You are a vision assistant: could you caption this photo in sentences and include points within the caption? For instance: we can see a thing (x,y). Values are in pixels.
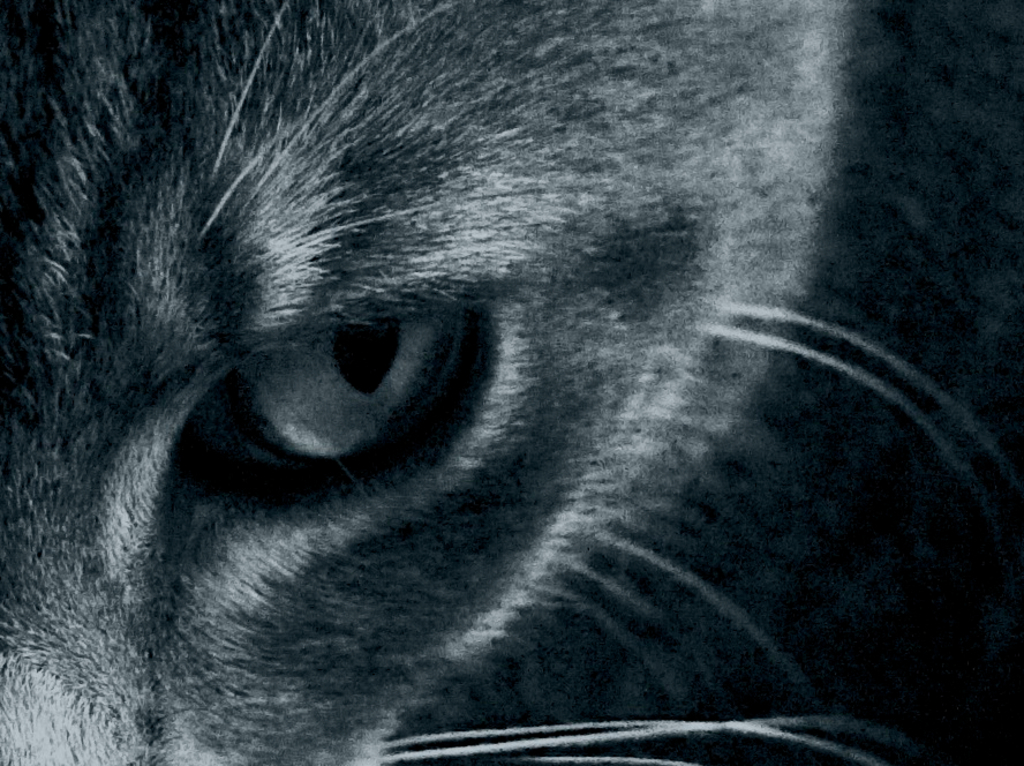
In this image, we can see an eye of a animal (119,429).
